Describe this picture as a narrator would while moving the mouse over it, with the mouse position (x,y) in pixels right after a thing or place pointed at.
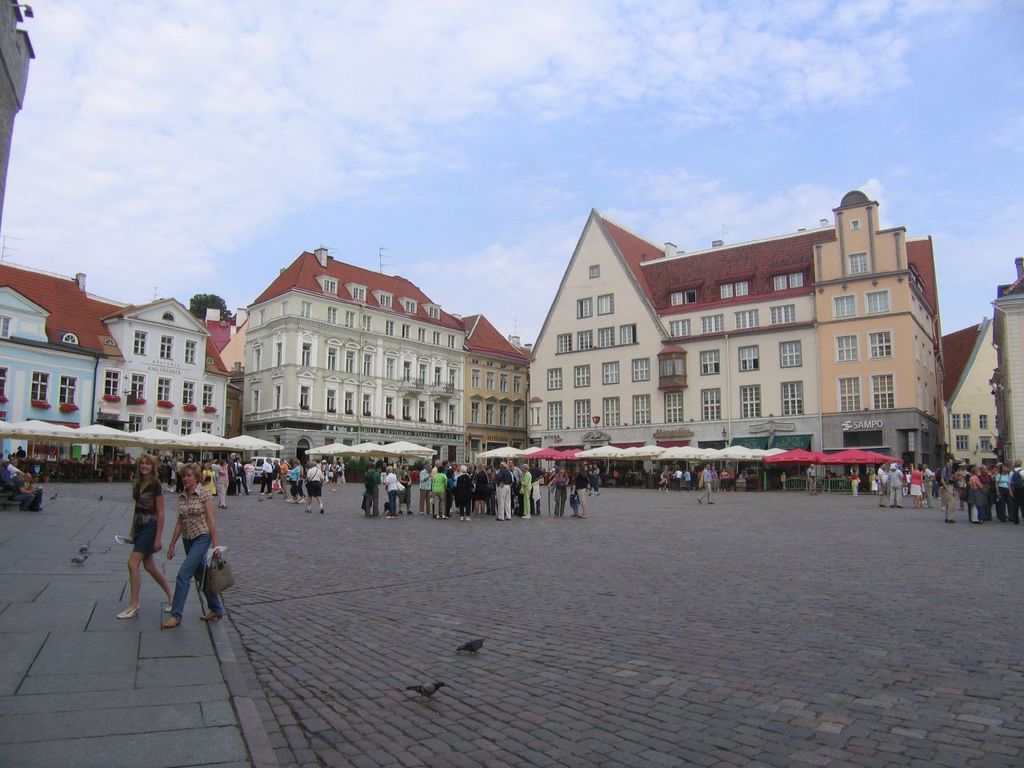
In this picture there are buildings (277,383) at the center (640,357) with windows (623,339) and roof tiles (723,304). Before them there are umbrellas (550,451) which are in cream and red in color. In the center (572,491) there are people (329,478) standing in group. Towards the left (162,525) there are two women (158,582) walking towards the left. One of the woman (203,532) is carrying a bag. On the top (531,79) there is a sky (541,191).
